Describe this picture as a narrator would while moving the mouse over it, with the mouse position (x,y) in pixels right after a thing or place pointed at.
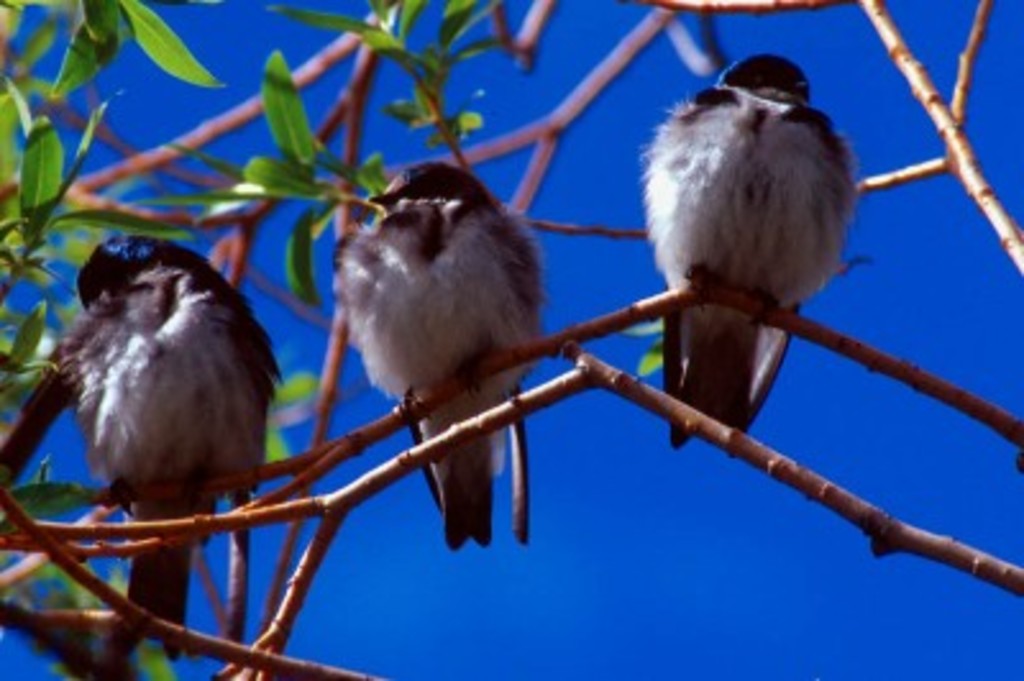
In this picture we can see three birds (484,303) on a branch (666,317) of a tree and in the background (598,148) we can see the sky (443,621).
